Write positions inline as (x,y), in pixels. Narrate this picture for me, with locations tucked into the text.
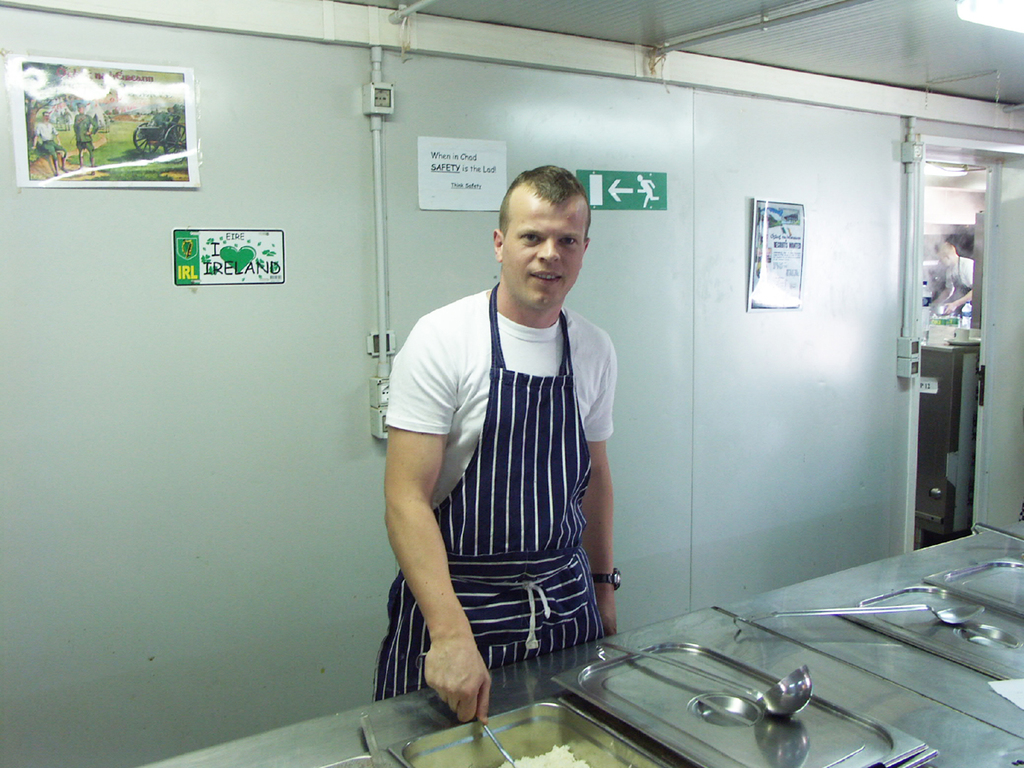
In this image a person (519,527) wearing a apron (508,612) is standing behind the table (334,753) having few vessels (542,732) and spoons (737,624) on it. Behind him there are few posters (170,90) attached to the wall (672,339). Beside there is a door (985,436) from which a person (949,256) and table (979,346) having a cup (956,330) on it are visible. In vessel (526,742) there is some food (562,749). Person (469,668) is holding the spoon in his hand (445,672). Right top there is a light (1016,20) attached to the roof (773,36).
